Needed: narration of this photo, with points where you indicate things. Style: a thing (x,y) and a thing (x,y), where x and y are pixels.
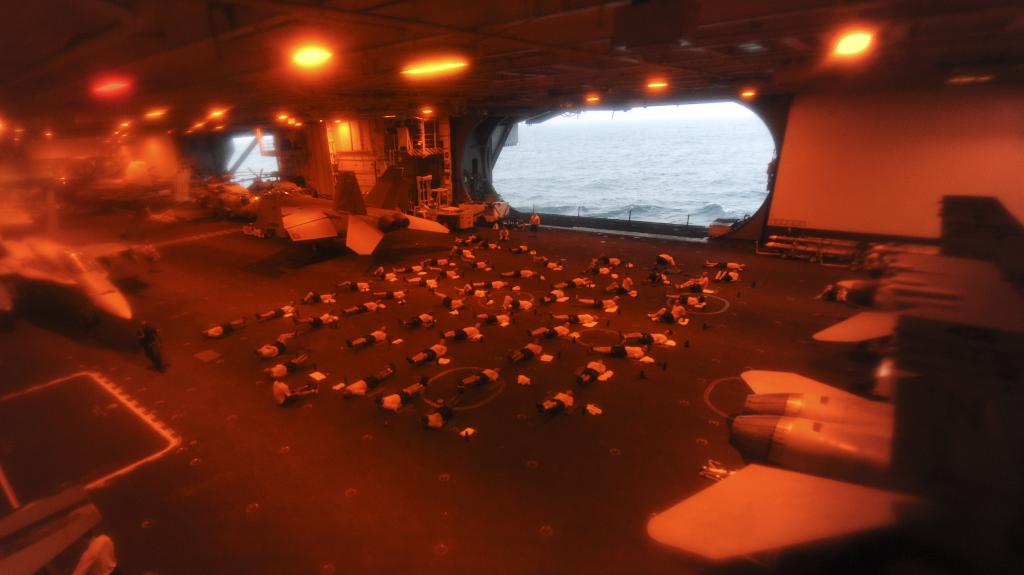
This is the inside view of a ship (245,370) in which there are some aircrafts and some other objects (372,336) lights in the ship (366,320) there are two openings (649,185) through which we can see water (616,204).
